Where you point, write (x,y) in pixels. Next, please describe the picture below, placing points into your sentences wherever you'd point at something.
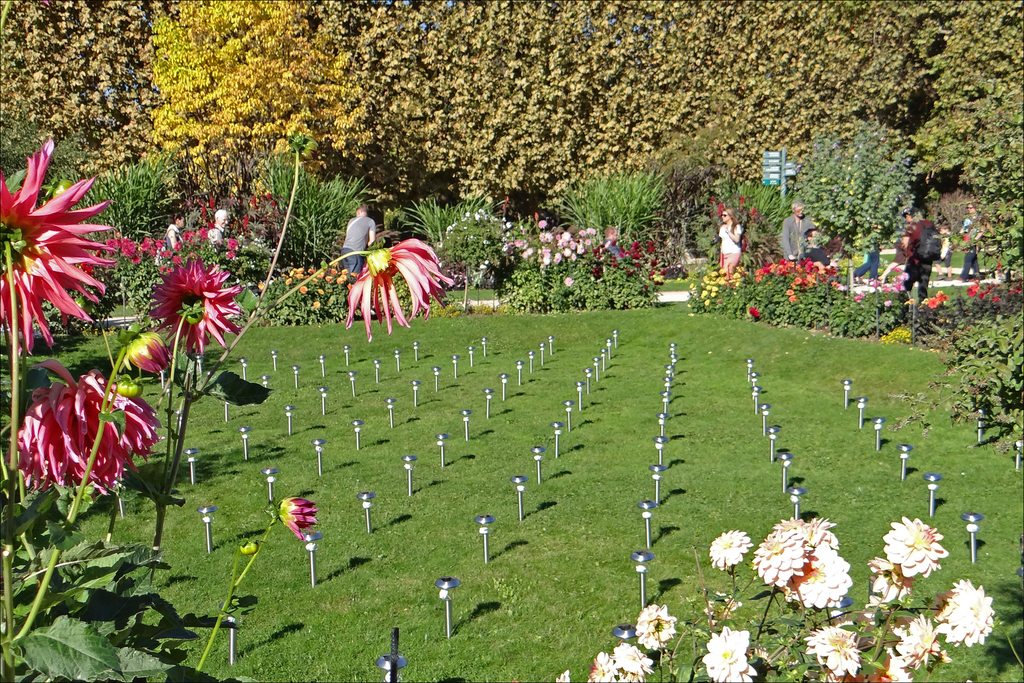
In this picture we can see flowers (831,572), poles (398,365), grass (563,349), trees (616,32), boards (766,164) and a group of people (973,264) walking on the ground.
